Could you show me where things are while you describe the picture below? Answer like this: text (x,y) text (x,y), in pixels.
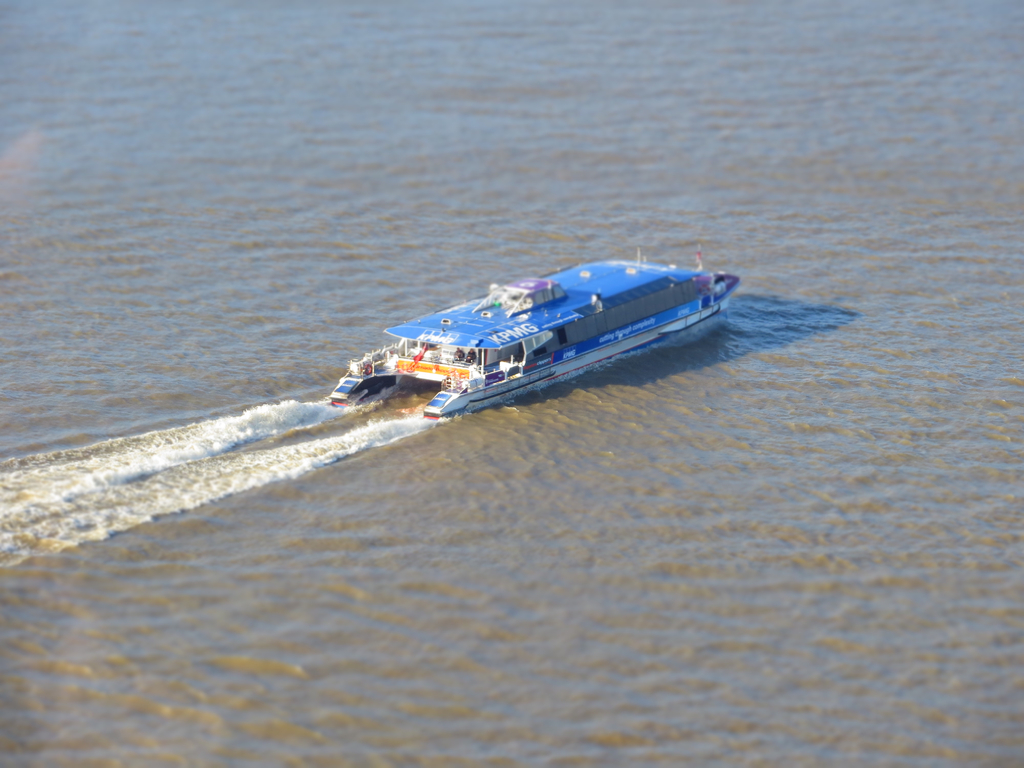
In the image there is a ship (535,363) in the middle of a lake (540,32).
